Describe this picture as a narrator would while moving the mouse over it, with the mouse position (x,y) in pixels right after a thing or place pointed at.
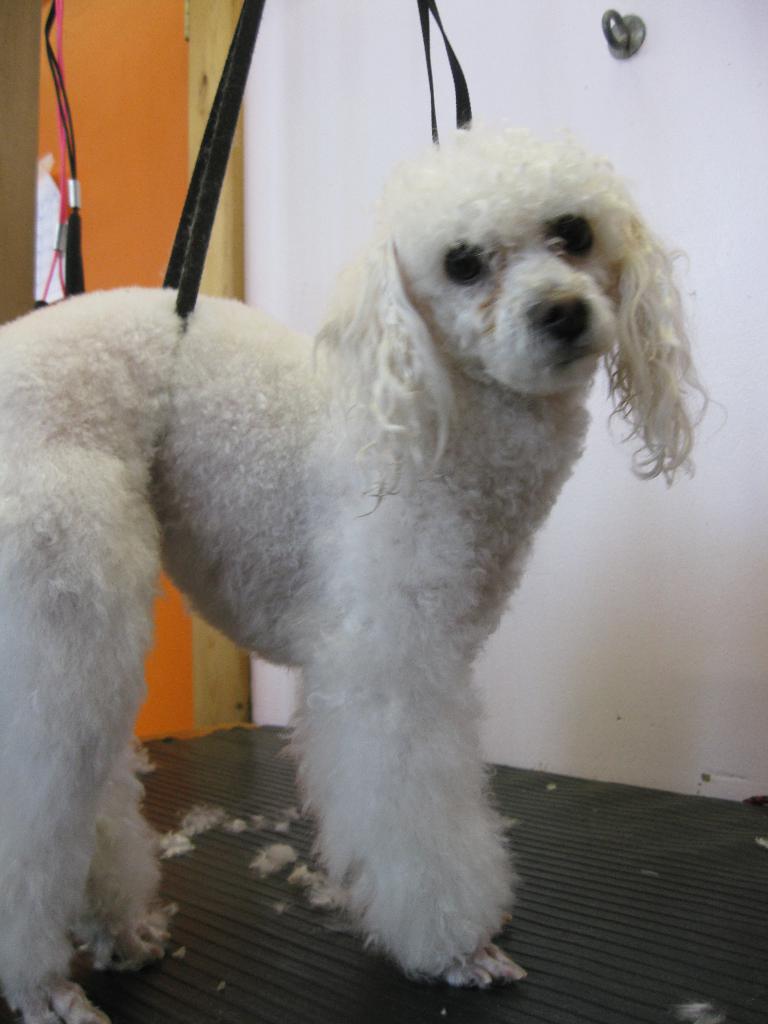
In this image we can see a dog (273,617). There are few objects (71,234) at the left side of the image (71,272). We can see the hairs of a dog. There is a belt (217,191) in the image.
